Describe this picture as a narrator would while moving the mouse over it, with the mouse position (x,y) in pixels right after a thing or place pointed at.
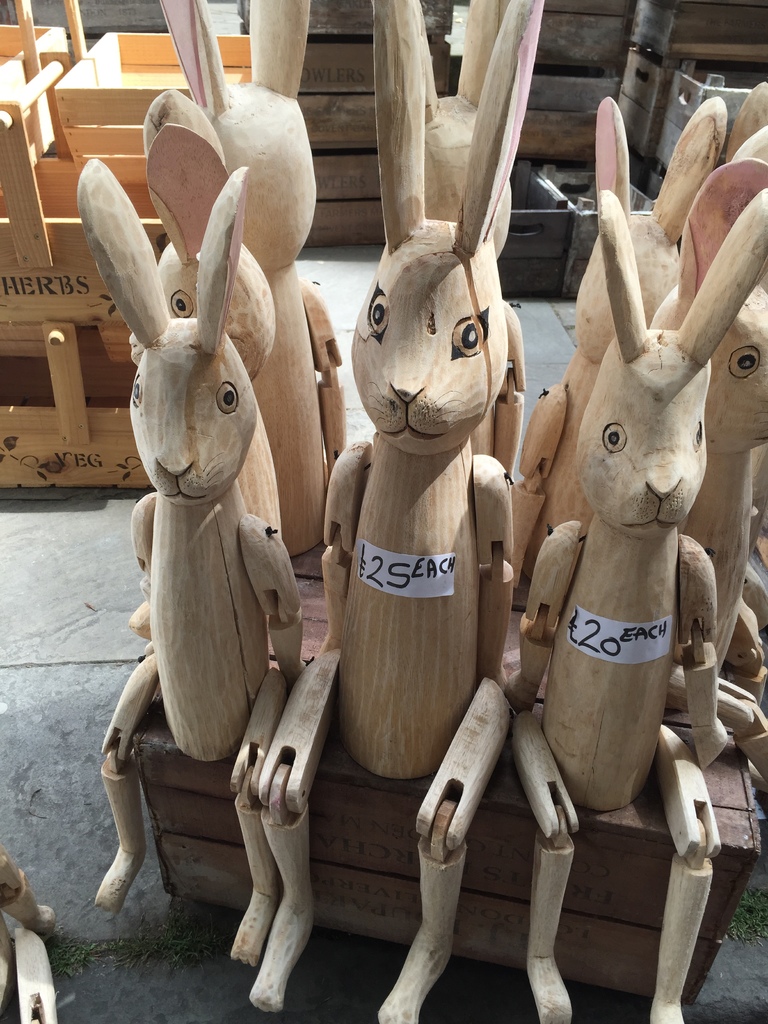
In this image there is floor (105,977) at the bottom (134,989). They look like wooden sculptures of rabbits (321,689) in the foreground (421,713). There are wooden objects (124,442) on the left corner (48,420). There are wooden planks (562,108) in the background (566,72).
